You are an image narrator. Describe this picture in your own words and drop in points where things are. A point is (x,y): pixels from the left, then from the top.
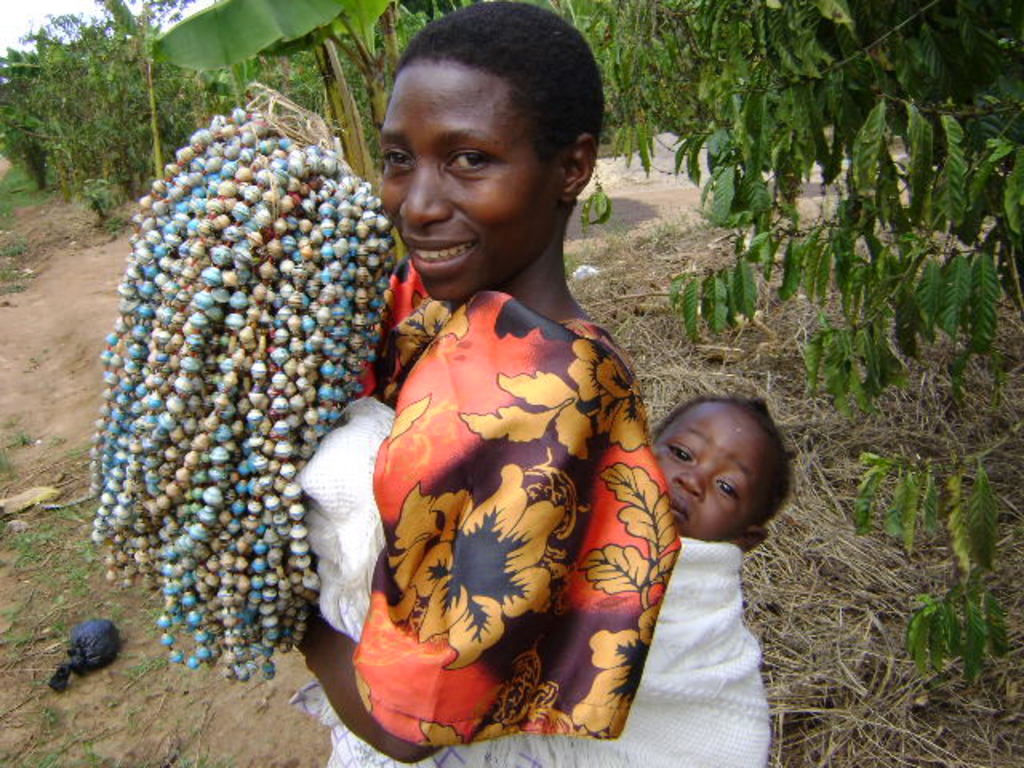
We can see a woman (485,348) is holding ornaments (231,464) and carrying a kid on her back (644,702) in a cloth (663,698) tied to her body (447,515). In the background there are trees (757,4) and grass (846,463) on the ground (27,510). On the left (80,667) there is an object (78,648) on the ground (114,702) and we can see the sky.
